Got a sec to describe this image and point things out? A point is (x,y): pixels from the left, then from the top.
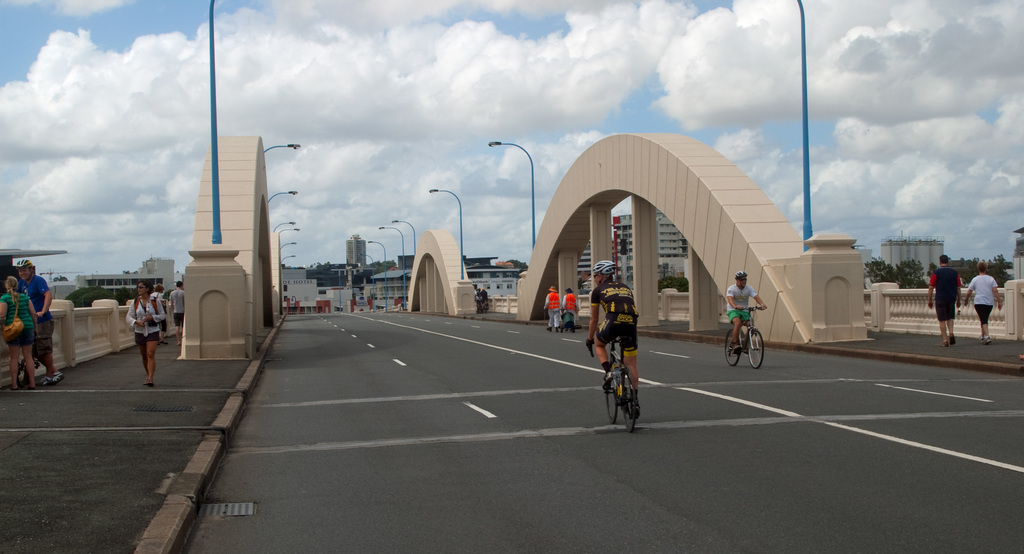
There are two people (628,321) riding their bicycles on the road (464,404). I can see two people (150,337) walking and few people (140,344) standing. These are the street lights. I think this is a bridge (277,364). These look like the arches (442,303). In the background (396,264), I can see the buildings (492,273) and the trees (913,262). These are the clouds (395,91) in the sky (725,49).
